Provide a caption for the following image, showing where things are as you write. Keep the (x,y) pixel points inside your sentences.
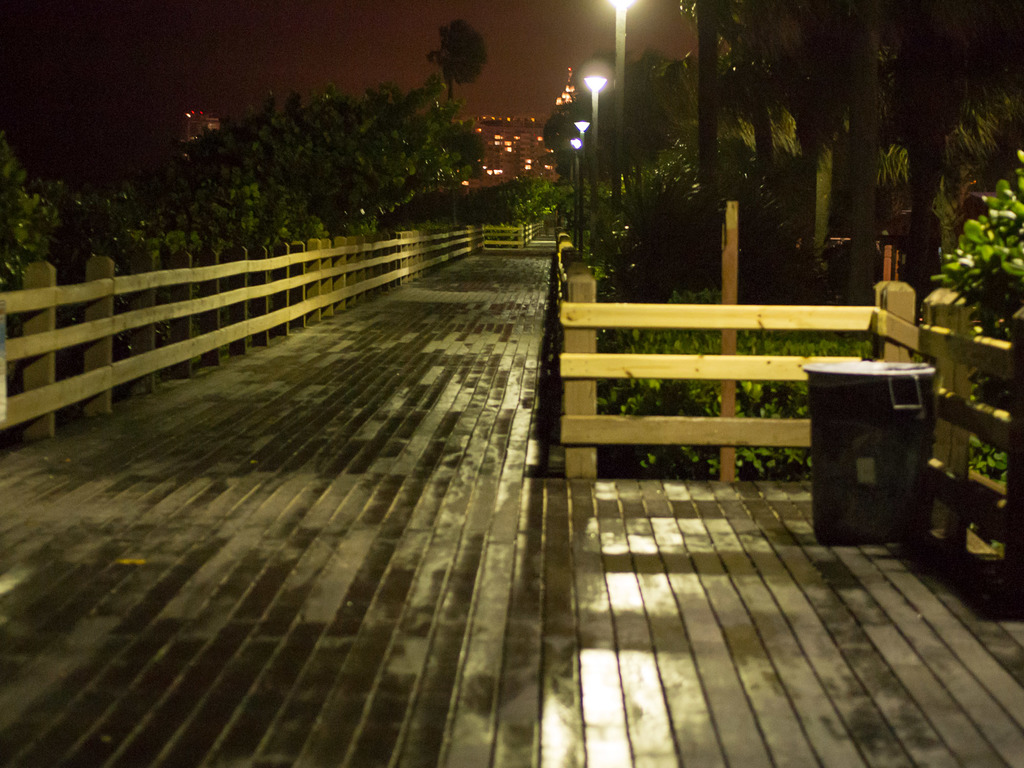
In the picture we can see a wooden pathway (509,675) and around it we can see a railing (53,315) made up of wood (585,309) and behind the railing (803,437) we can see trees (463,168), plants (743,387) and poles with lights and in the background (526,133) we can see a building (497,152) with lights (509,142) and behind it we can see a sky (143,47).
